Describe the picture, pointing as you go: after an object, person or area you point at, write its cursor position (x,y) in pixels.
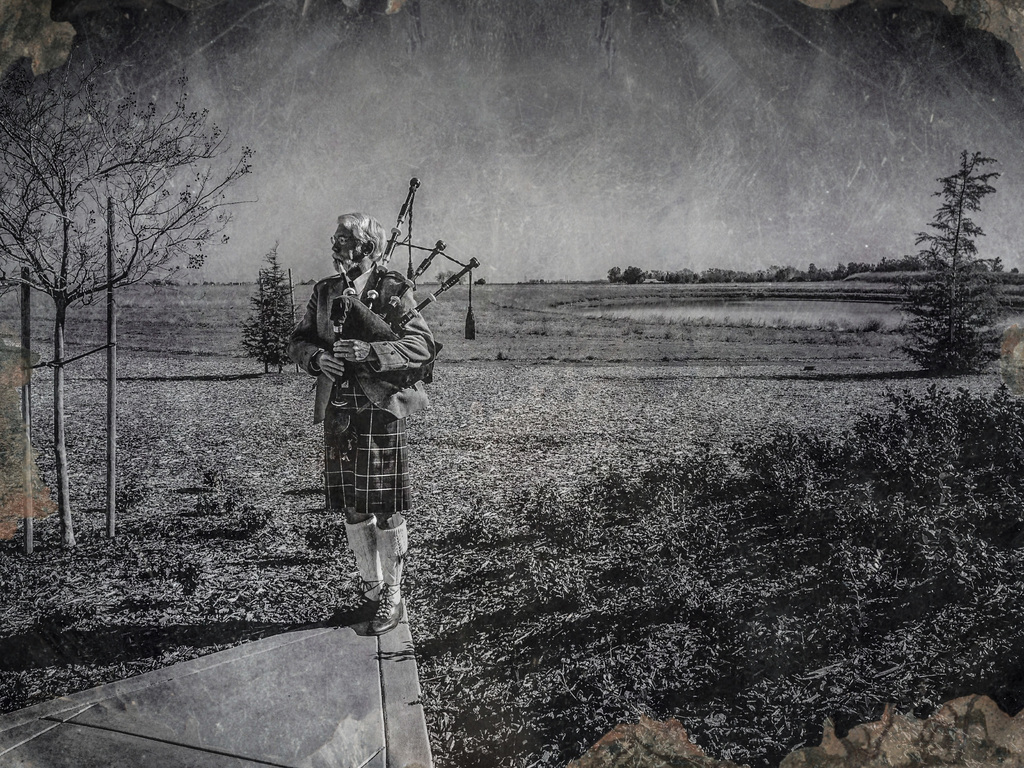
In this black and white image there is a man (316,410) playing pipes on the left side (329,414). There is greenery (562,311) and sky (574,170) in the background area (531,170).
